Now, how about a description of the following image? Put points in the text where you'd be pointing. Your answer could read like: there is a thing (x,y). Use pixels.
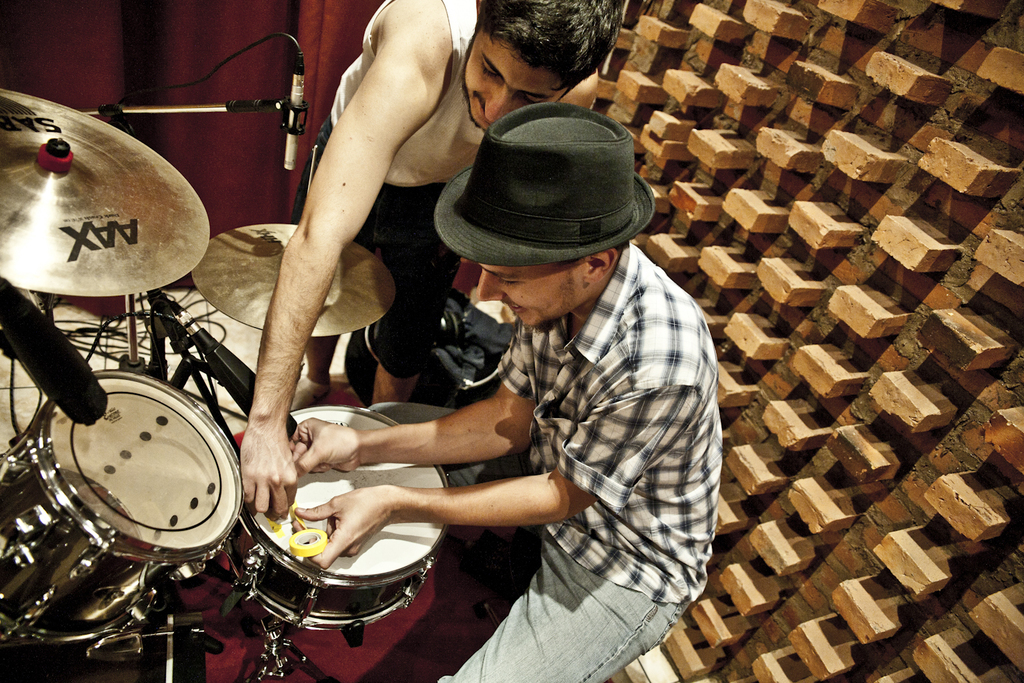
This picture is clicked inside. On the left (42,271) we can see some musical instruments (162,430). On the right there is a man (598,312) wearing shirt (608,409) and sitting and we can see another man (449,89) holding some object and standing on the ground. In the background (336,3) we can see the curtains (356,6) and a brick wall (881,461).
